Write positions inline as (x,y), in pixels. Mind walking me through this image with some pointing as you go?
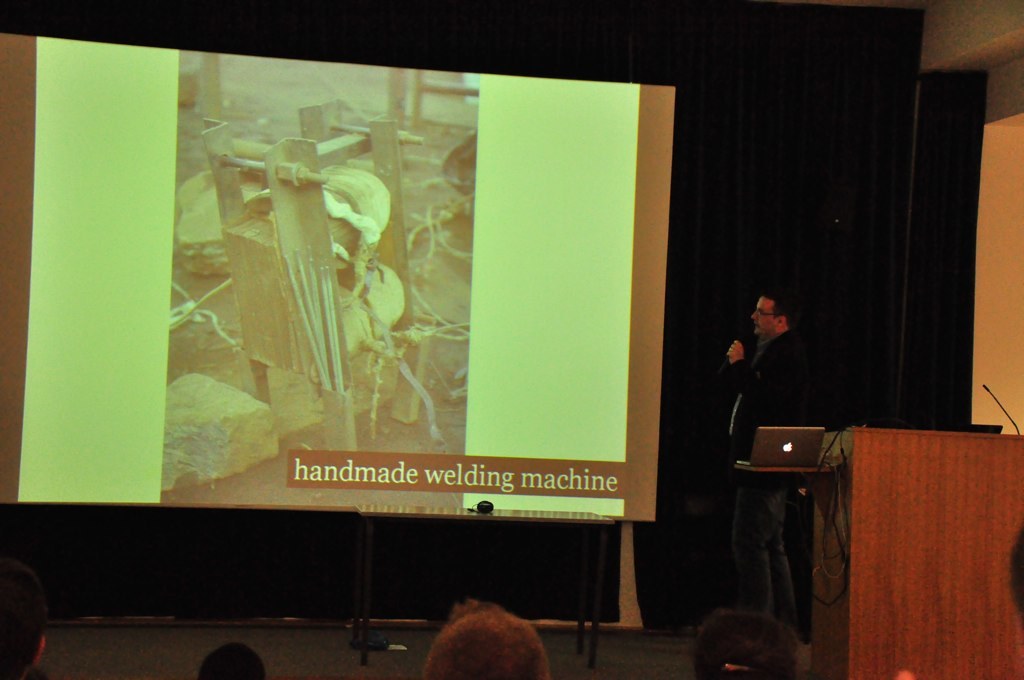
In this image in the center (370,340) there is a screen (322,341) in which there is some text (409,474) written on it. On the right side (786,385) there is a person (770,421) standing and holding a mic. In front of the person (775,425) there is a laptop (779,449) and there is a podium (896,457) with wires (831,468) and mic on it. There is a black colour curtain (689,157). In the front (15,633) there are head (501,639) of the persons (499,625) which are visible.
